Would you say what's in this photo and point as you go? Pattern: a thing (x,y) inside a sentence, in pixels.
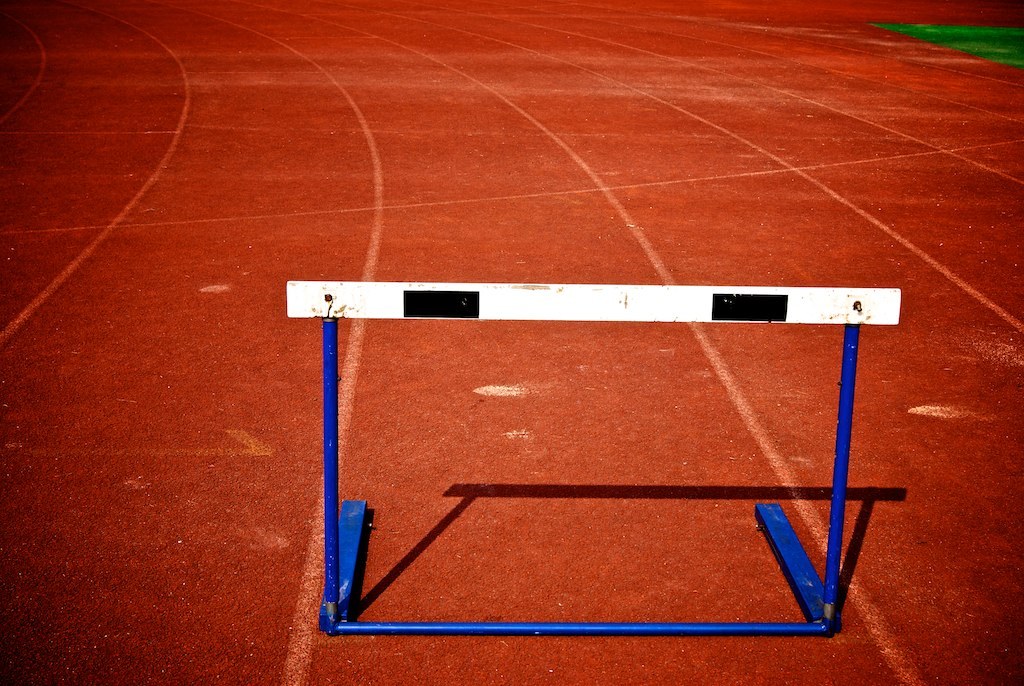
In this image we can see a stand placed on the ground (488,406).
